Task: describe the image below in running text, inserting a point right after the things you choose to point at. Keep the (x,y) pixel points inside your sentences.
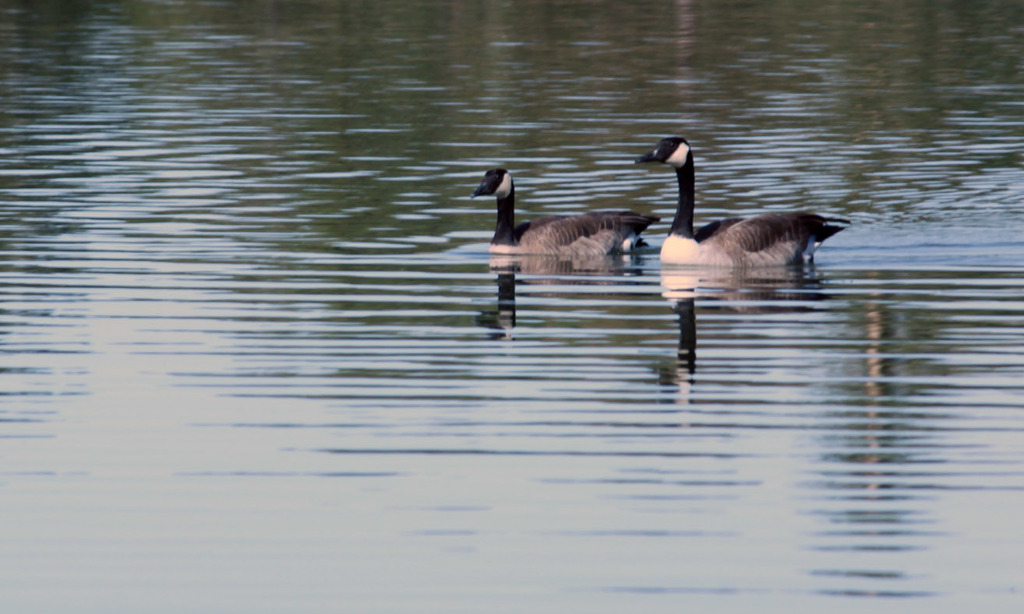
In this image there are two geese (676,240) present on the water (518,388).
